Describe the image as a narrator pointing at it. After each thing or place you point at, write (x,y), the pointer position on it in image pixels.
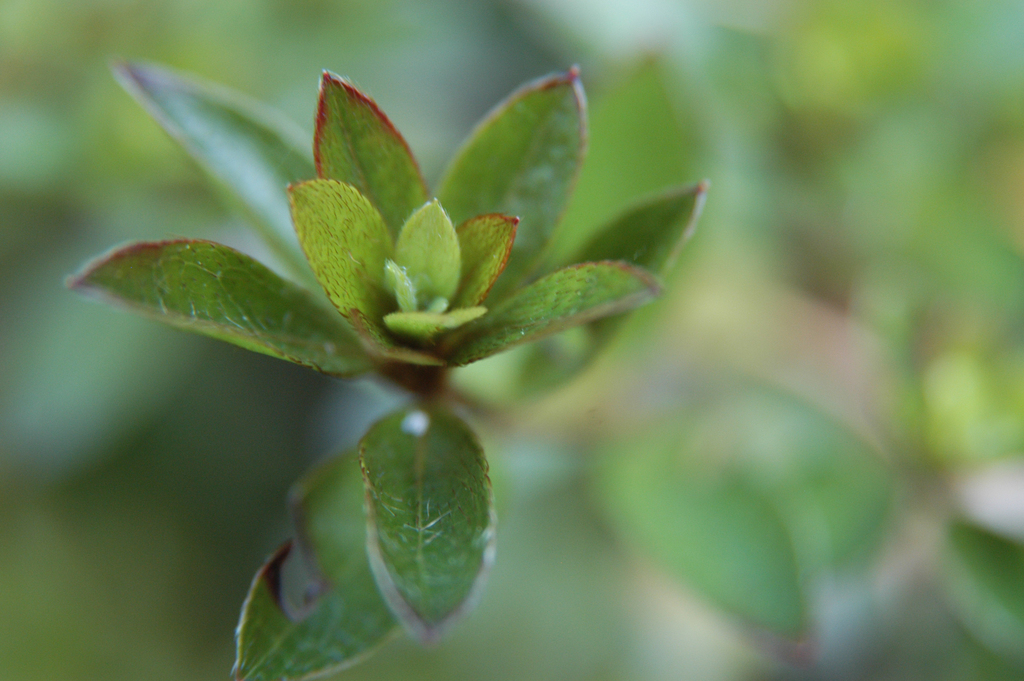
In this image I can see few leaves (384,343) of a tree (411,327) which are green and red in color and I can see the blurry background (157,23).
